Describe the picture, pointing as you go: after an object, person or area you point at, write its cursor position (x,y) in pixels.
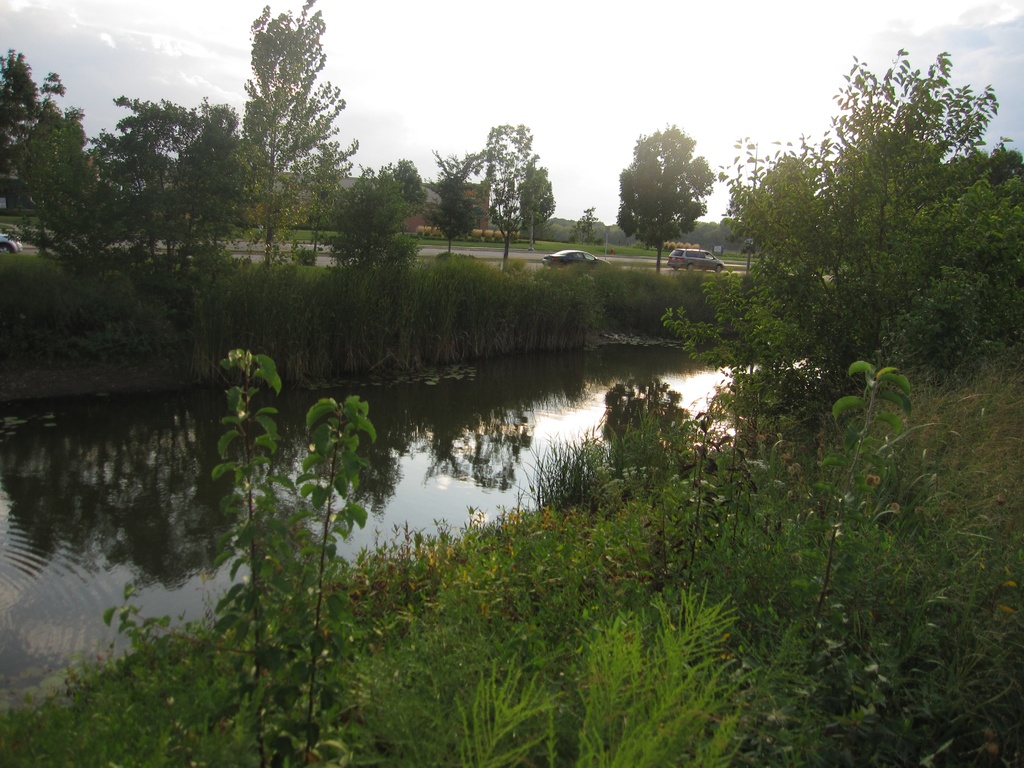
In this image there is a pond (193,436) in the middle (368,374), Beside the pond (344,395) there are plants (421,331) and grass (612,451). In the background (564,262) there are two cars (551,256) on the road (493,252). At the top (507,65) there is the sky (482,8).
